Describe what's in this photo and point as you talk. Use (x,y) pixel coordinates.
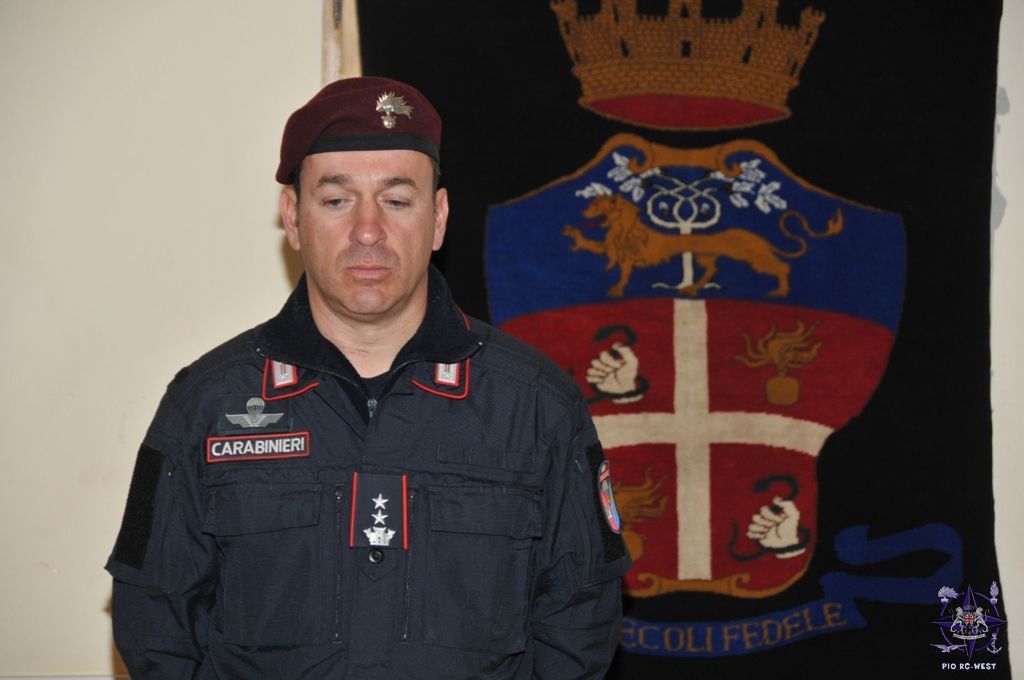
In this picture we can see a man (290,422) wore cap (389,141) and a shirt (325,459) with the badge symbol (256,439) and in the background (519,80) we can see frame (927,305) with crown (695,75), lion (632,211) and hand (633,386) and some symbol (697,515) and here it is a wall (193,248).
